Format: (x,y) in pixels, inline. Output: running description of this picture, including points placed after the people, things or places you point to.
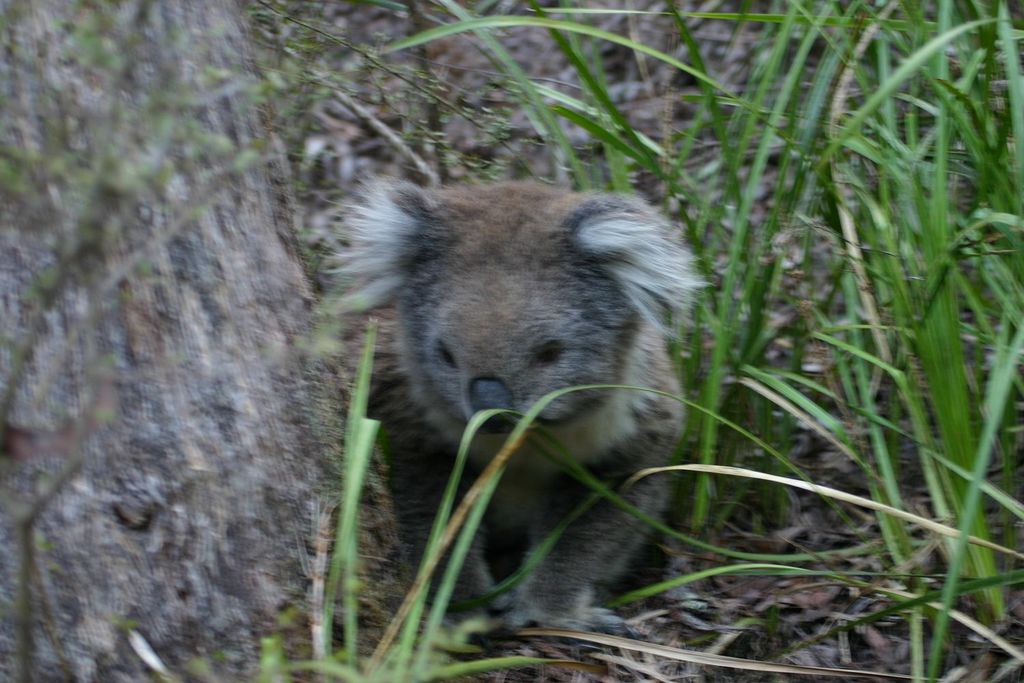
In the image there is a small animal (469,287) beside the grass (731,256), it is standing on the ground (569,81).
